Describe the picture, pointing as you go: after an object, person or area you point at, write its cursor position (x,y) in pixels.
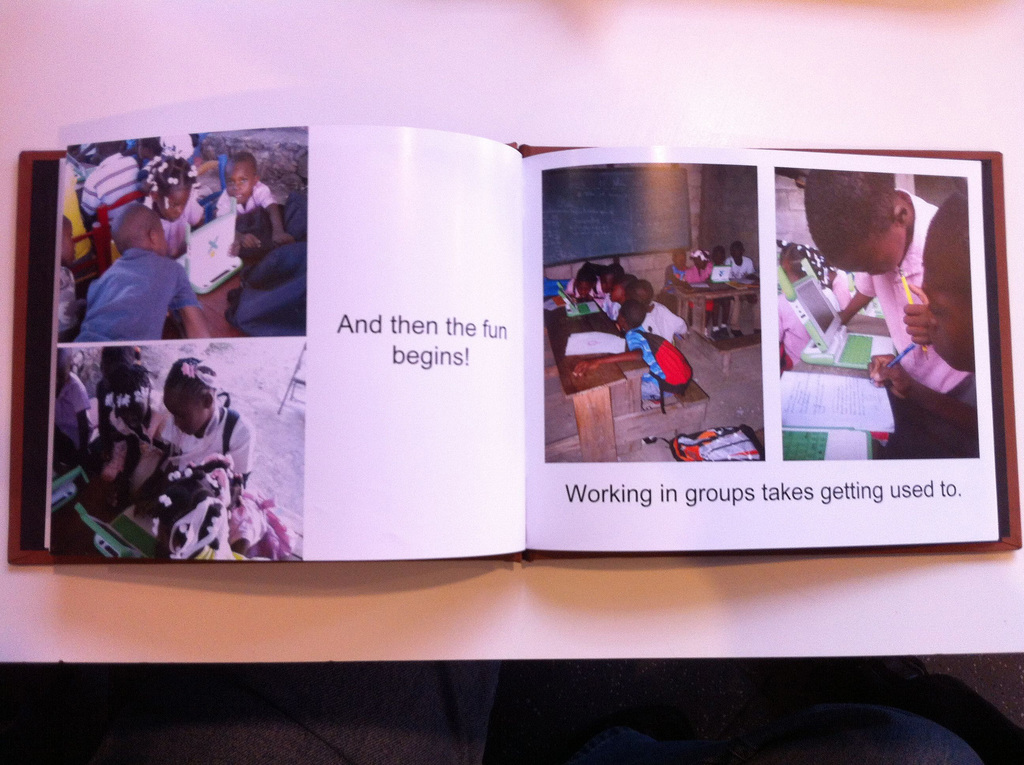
In this image we can see a book (205,432) with some pictures (212,457) and text (451,359) on it which is placed on the surface (741,112).
